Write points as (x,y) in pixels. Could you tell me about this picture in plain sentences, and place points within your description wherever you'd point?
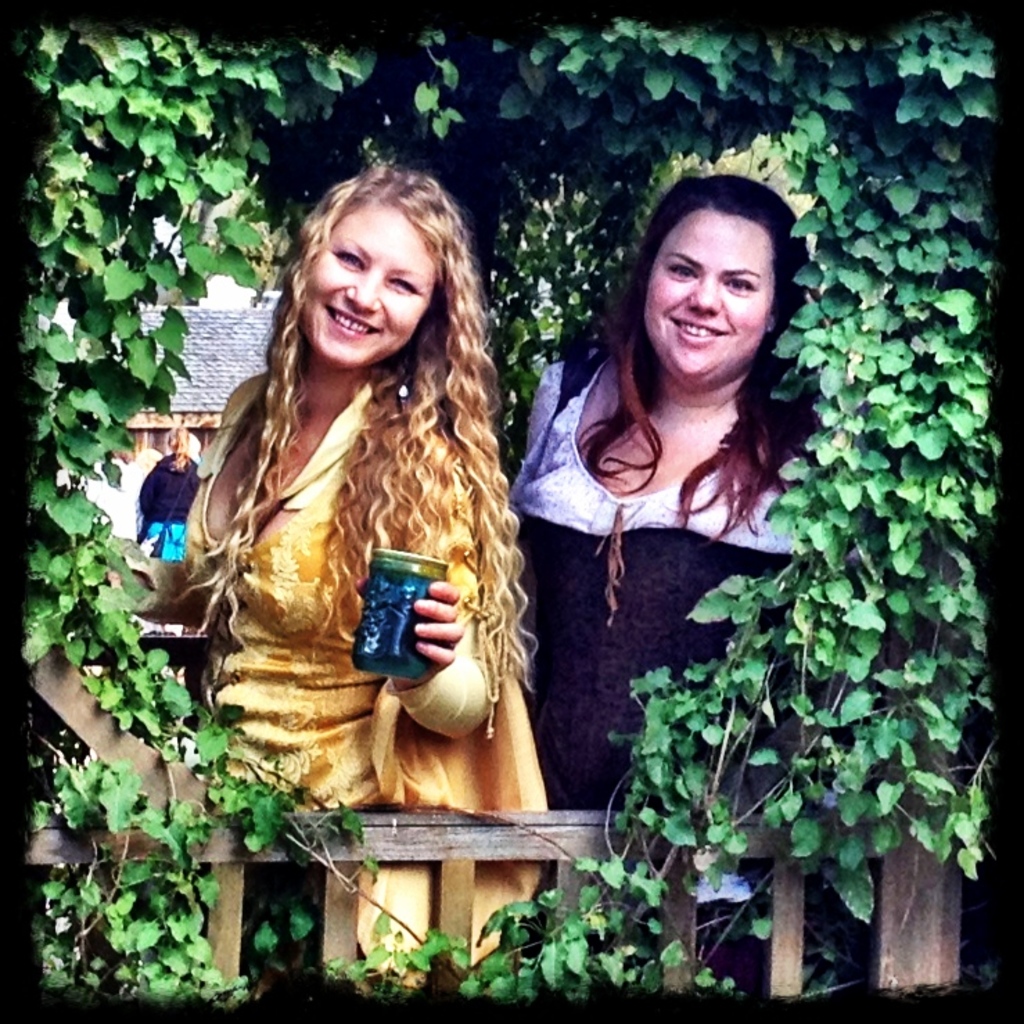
In this picture there is a woman (405,893) standing and smiling and holding the object (377,658) there is a woman (619,587) standing and smiling. At the back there is a building (259,298) and there is a person (159,463). In the foreground (33,257) there is a railing (801,873) and there is a creeper (557,102) on the railing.
